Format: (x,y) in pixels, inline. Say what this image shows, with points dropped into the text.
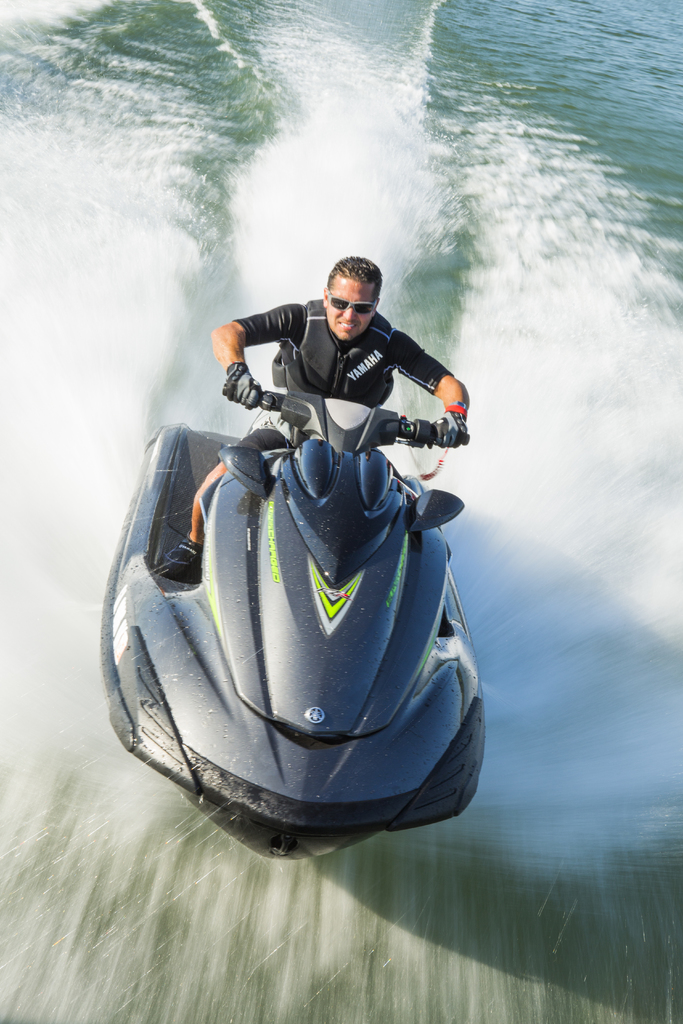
There is a man (299,386) sitting and riding a boat (298,622) above the water (433,405) and wore gloves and glasses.
